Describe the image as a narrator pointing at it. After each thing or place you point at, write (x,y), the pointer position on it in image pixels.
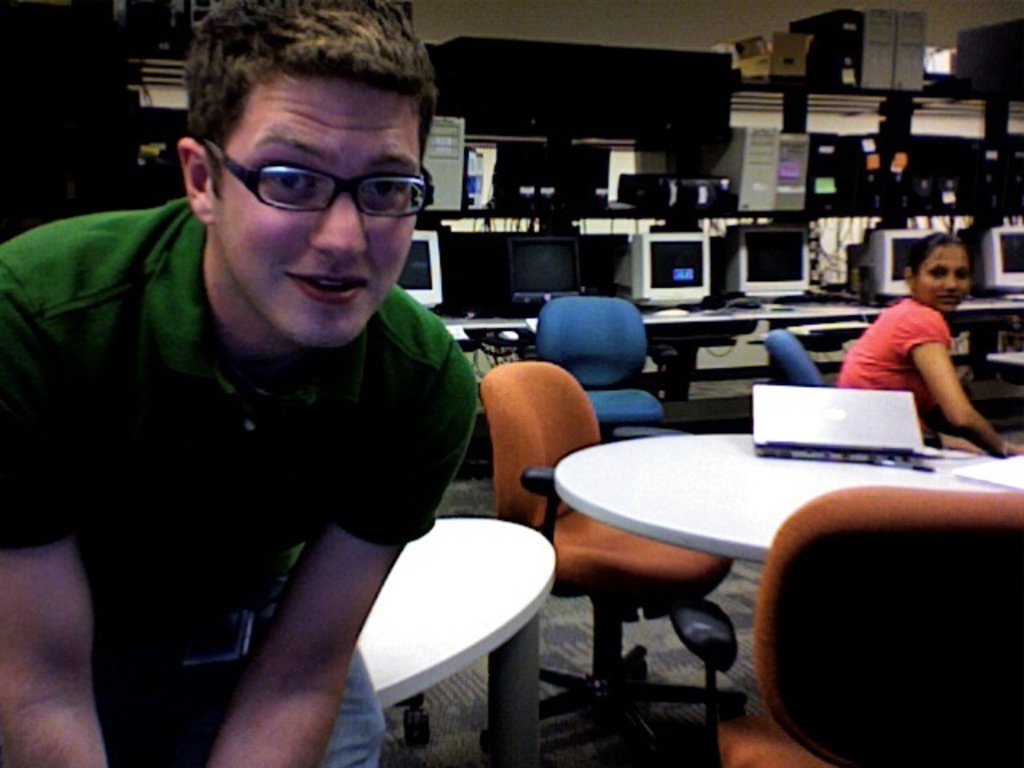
In this image I can see two persons (221,411). In front (356,415) the person (208,411) is wearing green color shirt (262,411). In the background (1000,358) I can see few systems (874,257) on the tables (824,308) and I can also see few chairs (811,567) and few papers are attached to the black color surface (860,153).
